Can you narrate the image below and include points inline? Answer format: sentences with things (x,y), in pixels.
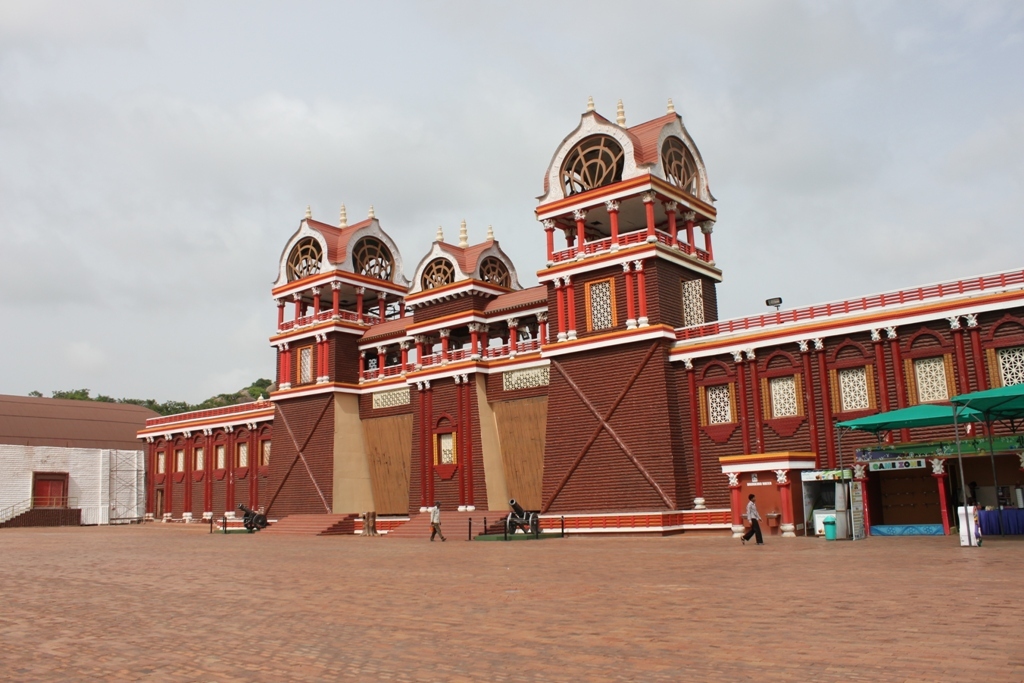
In the center of the image (504,333) there is a building (455,457). There are people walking on the floor (384,561). At the top of the image (390,126) there is sky (240,152) and clouds (504,113). There are cannons (513,529) at the center of the image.
